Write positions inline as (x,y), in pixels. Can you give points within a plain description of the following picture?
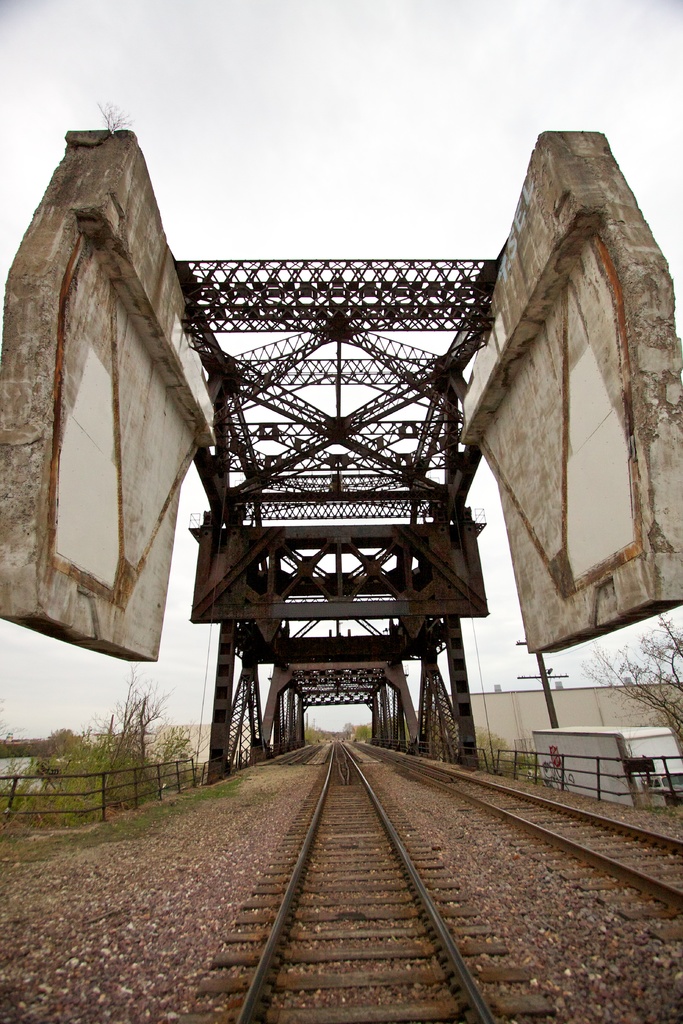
This picture shows couple of railway tracks (630,870) and we see a bridge (283,692) and few trees (149,711) and a building (569,718) and we see a cloudy sky (274,118).
